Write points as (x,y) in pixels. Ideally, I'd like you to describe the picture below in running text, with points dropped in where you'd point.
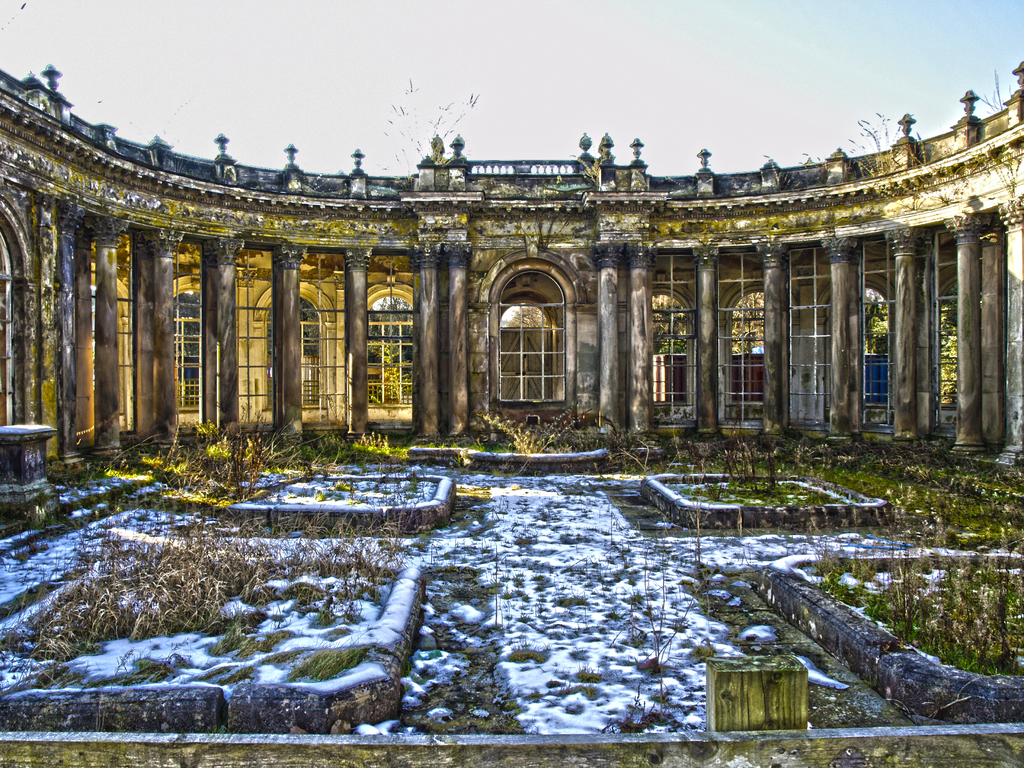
This is a real image. At the bottom of the image (160,599) on the ground (560,556) there is grass (146,579) and also there are blocks like things (762,516). There is a building (475,319) with walls (588,304), windows (535,327), arches (492,341), pillars (613,346) and railings (475,175). At the top of the image (776,150) there is sky (557,149).
